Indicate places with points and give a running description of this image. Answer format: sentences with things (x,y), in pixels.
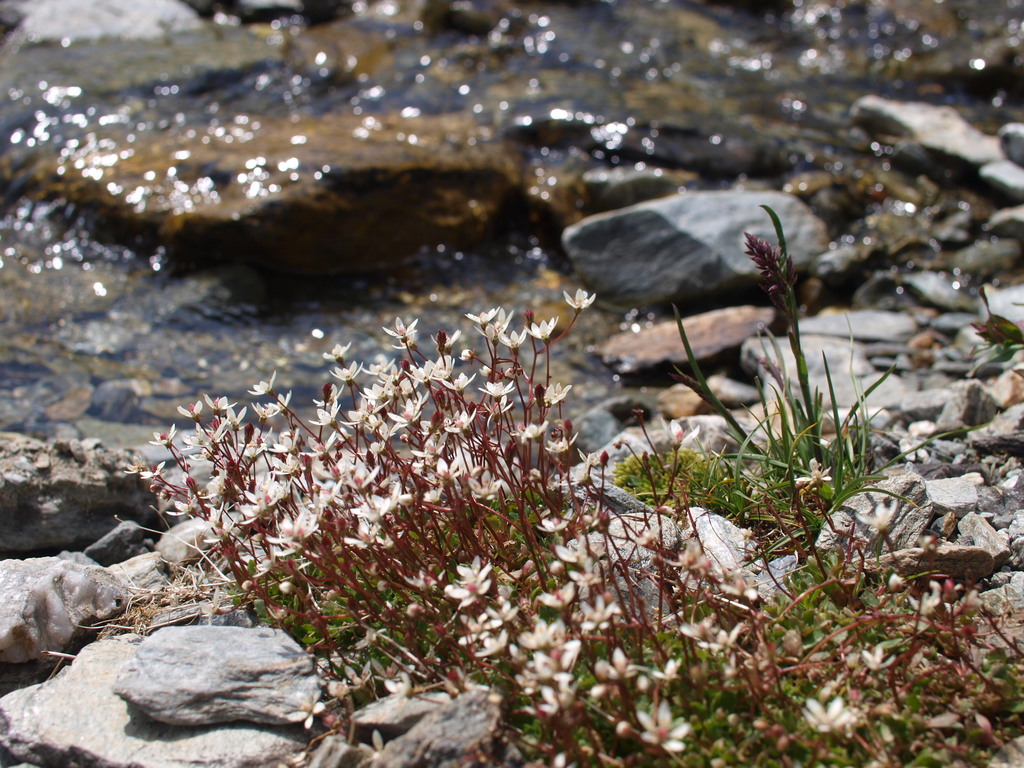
In the foreground of the picture (235,592) there are stones (53,701), grass (755,479), plants (586,584) and flowers (360,474). The background (1000,106) is blurred. In the background (333,295) there are stones (479,138) and water (510,255). It is sunny.
